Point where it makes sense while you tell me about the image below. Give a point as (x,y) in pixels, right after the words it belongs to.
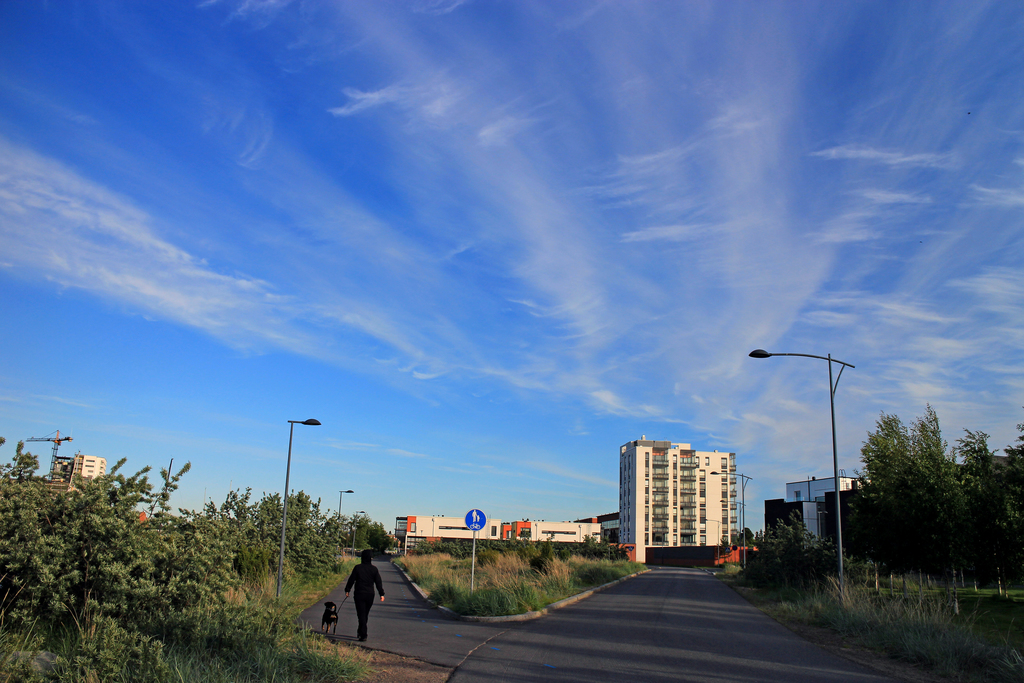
In this picture we can see a person (366,557) in the middle of the image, beside to the person (365,599) we can find a dog (329,608), poles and few trees (191,538), in the background (831,507) we can find few buildings (697,466), sign boards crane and clouds (560,315).
